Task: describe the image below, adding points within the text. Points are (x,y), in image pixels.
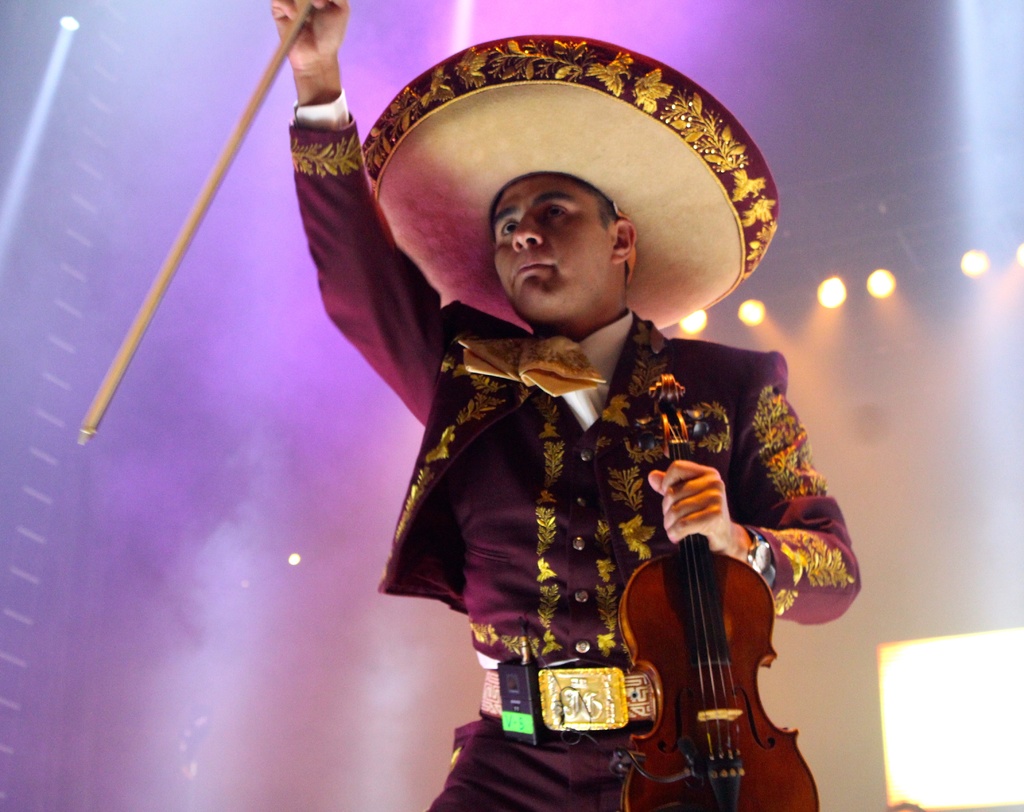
In the middle of the image (434,381) a man (646,67) is standing and holding a violin (665,441). Behind him there are some lights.
